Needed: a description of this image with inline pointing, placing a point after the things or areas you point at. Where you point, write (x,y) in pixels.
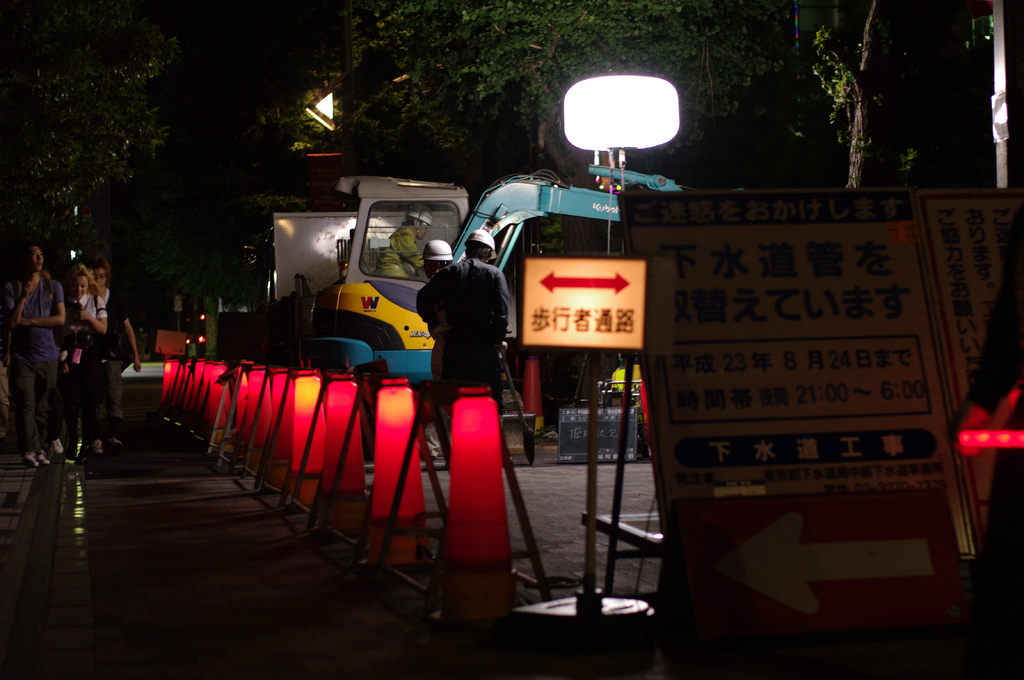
In this image, on the left side (110,323), we can see three people (39,287). On the right corner of the image (1023,300), we can also see a person (1019,280) holding a light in his hand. On the right side (944,280), we can also see a board (872,269), hoardings (711,327). In the middle of the image (452,340), we can see few lights (492,445), a group of people (466,270), crane (395,314), in the crane (403,342), we can also see a person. In the background (366,73), we can see some trees (744,50), lights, at the bottom (265,536) there is a road (426,507) and a footpath (10,468).
